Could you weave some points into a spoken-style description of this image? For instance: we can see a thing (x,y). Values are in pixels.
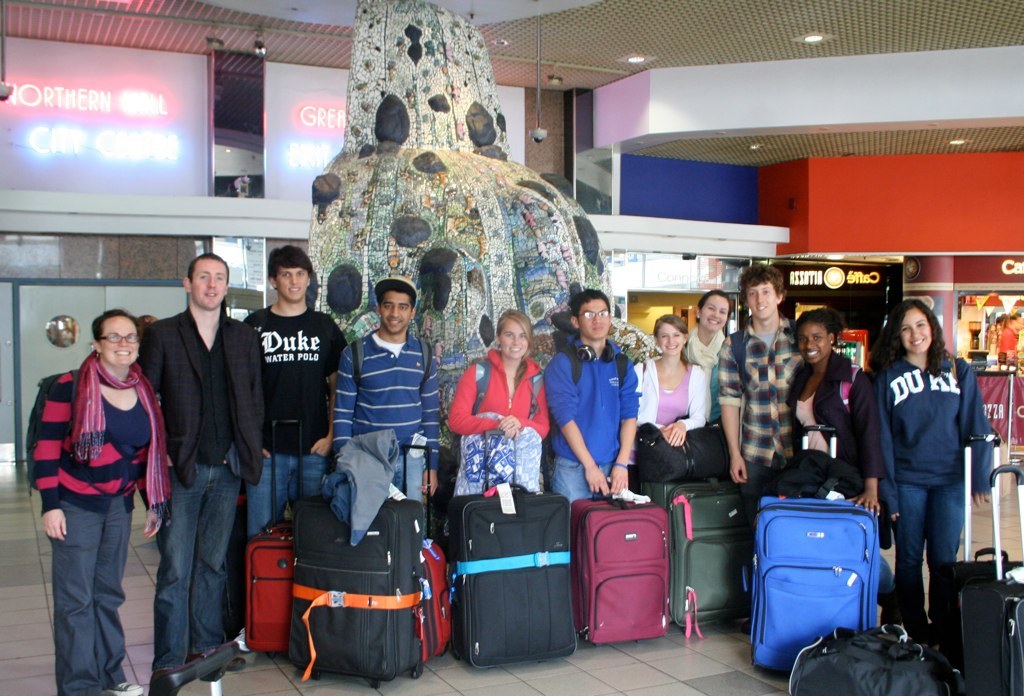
In the image we can see there are people (456,411) who are standing with their suitcase (647,588) and luggage (845,615).
